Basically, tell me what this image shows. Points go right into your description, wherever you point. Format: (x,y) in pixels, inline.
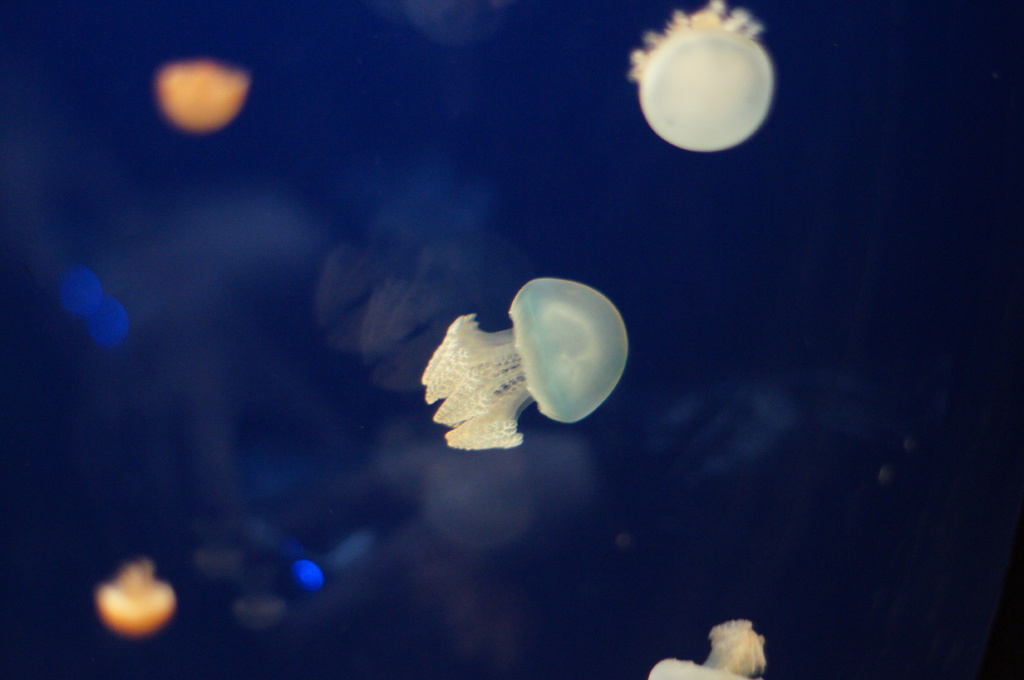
In this picture I can observe jellyfish (598,353). I can observe white color jellyfish (565,347). The background (488,325) is dark.
